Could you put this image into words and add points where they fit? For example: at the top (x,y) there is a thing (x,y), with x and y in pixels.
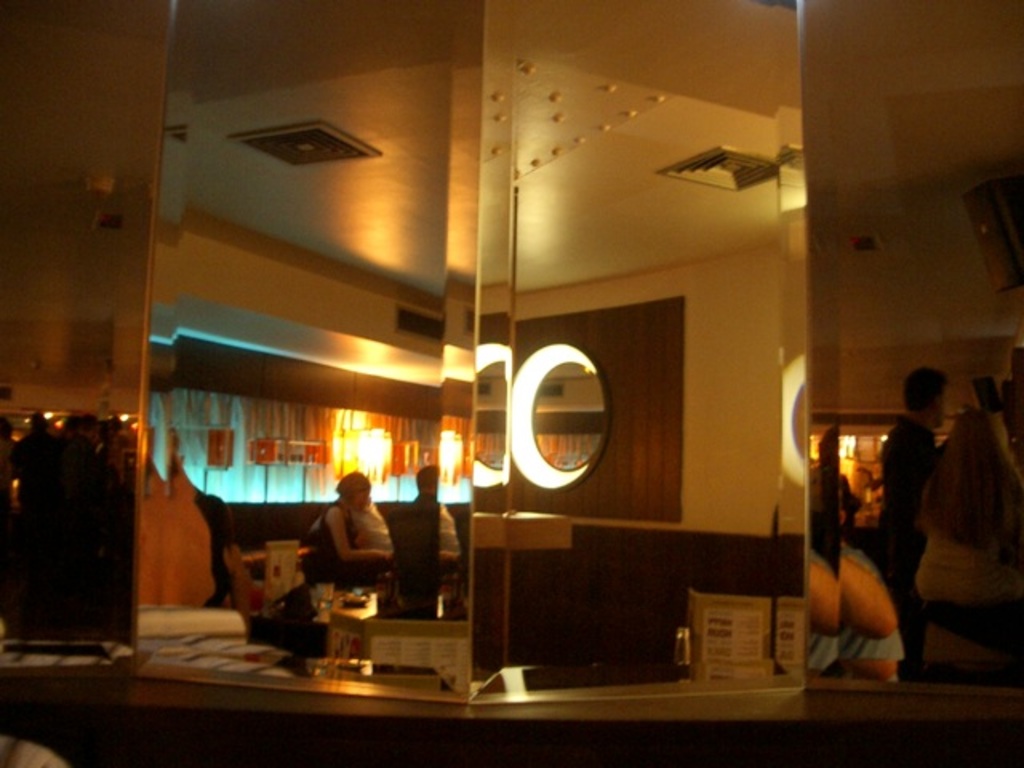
In this picture we can see a mirror (291,619) with the reflection (333,261) of two people (335,532), ceiling (535,171), wall (350,377), light (367,461) and some objects (288,446) on it. In the background (898,472) we can see a group of people (21,490), lights (839,453), walls (721,439) and speakers (1005,235).
